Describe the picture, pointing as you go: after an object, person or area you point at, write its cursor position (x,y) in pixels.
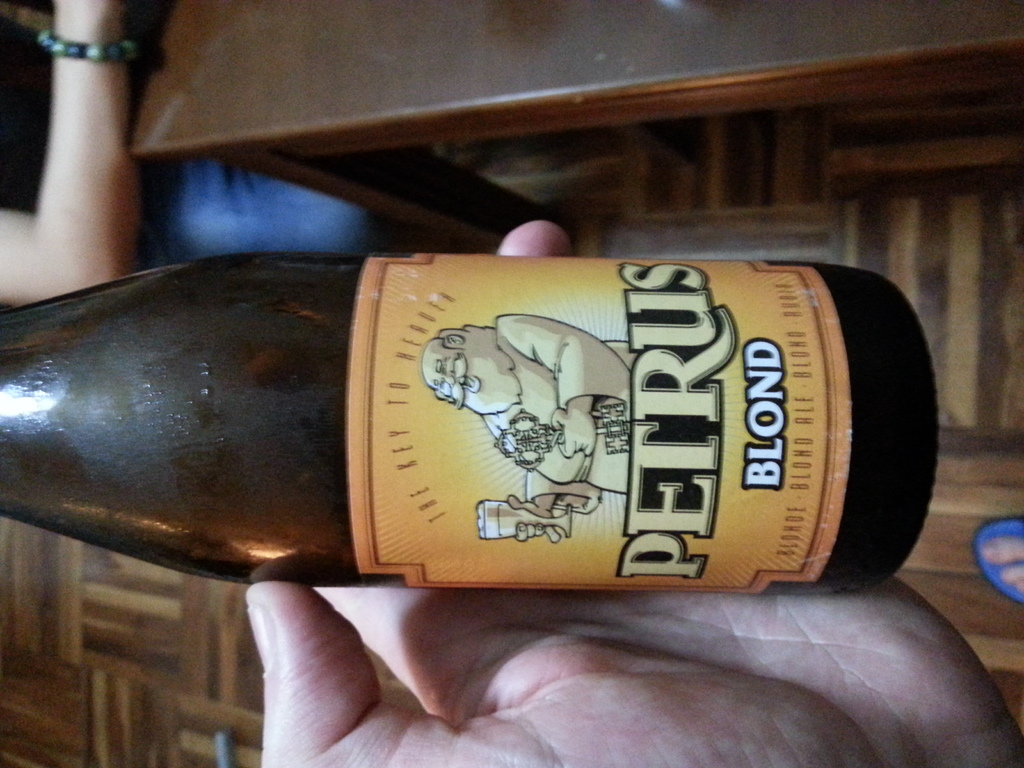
In this image we can see a bottle (535,426) which is held by a person's hand (536,665) and at the background of the image (306,108) we can see another person's hand (116,127) and a table (424,33).
